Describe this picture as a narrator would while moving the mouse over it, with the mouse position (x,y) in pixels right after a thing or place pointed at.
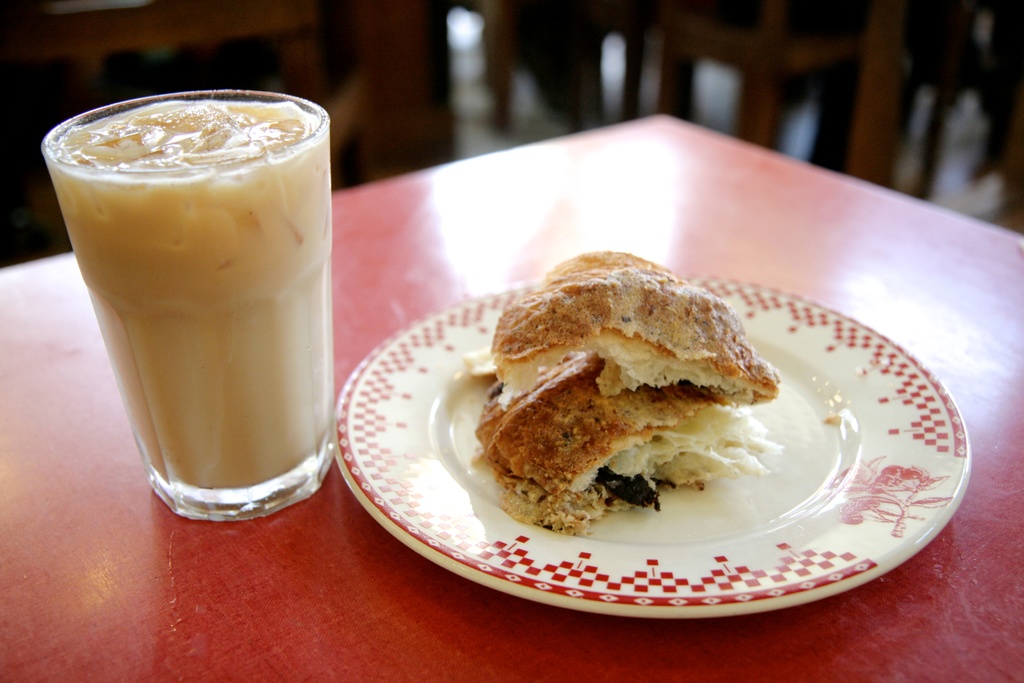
In the picture we can see a table (877,283) which is red in color on it, we can see a plate (952,479) and some food item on it and beside it we can see a glass of milkshake (189,339).
